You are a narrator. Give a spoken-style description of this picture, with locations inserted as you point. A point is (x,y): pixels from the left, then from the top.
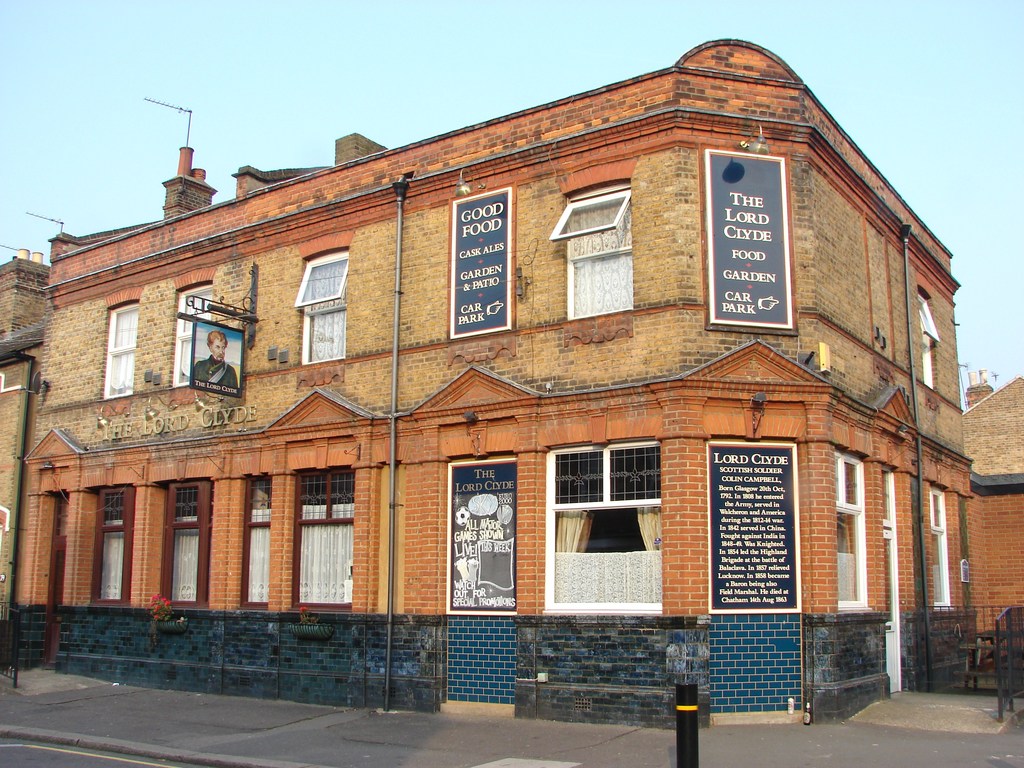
In this image we can see the building (166,312). And we can see the windows (308,332) and curtains (613,564). And we can see the boards (784,268) on the building (755,342) and some text (747,230) written on it. And on the right (692,736), we can see the metal fencing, tiny poles (694,709). And we can see the sky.
